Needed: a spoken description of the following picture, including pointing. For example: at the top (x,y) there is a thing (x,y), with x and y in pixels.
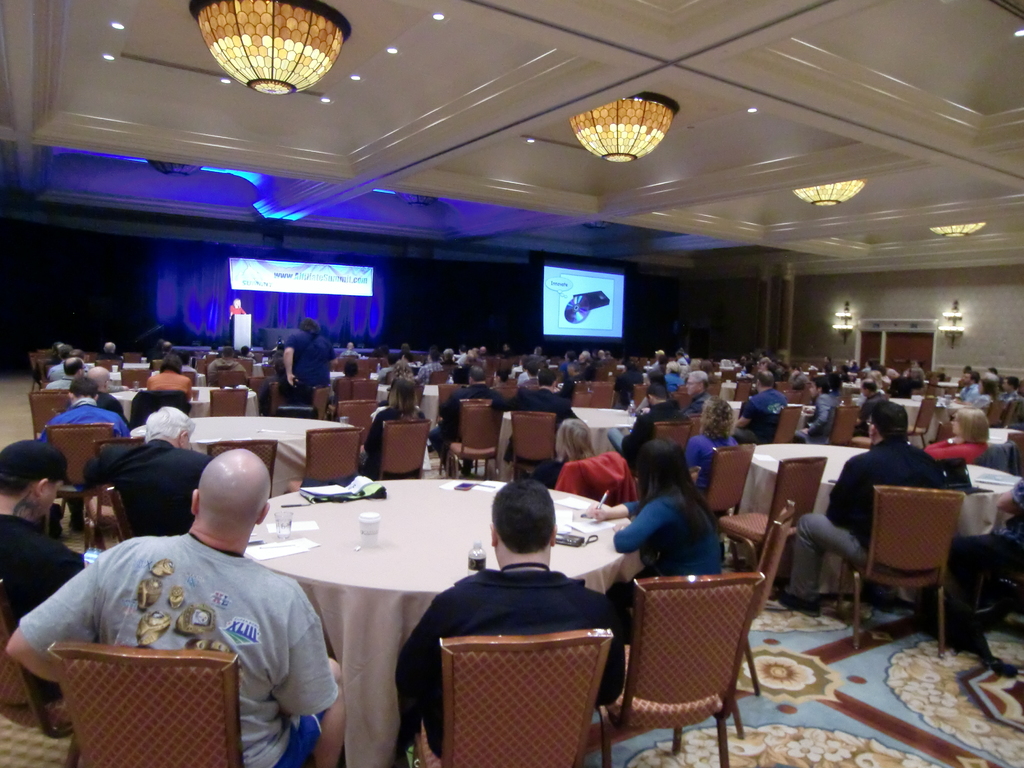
In this image i can see number of people (405,379) sitting on chairs (556,668) in front of tables (412,567), On the tables (395,561) i can see few glasses (279,531), few bottles (479,549) and few papers (570,510). In the background (394,314) i can see a stage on which there is a podium (245,337) and a person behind it, a curtain (248,310), a screen (558,276) and a projector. To the top of the image (435,127) i can see the ceiling (395,98) and few lights (235,36).
